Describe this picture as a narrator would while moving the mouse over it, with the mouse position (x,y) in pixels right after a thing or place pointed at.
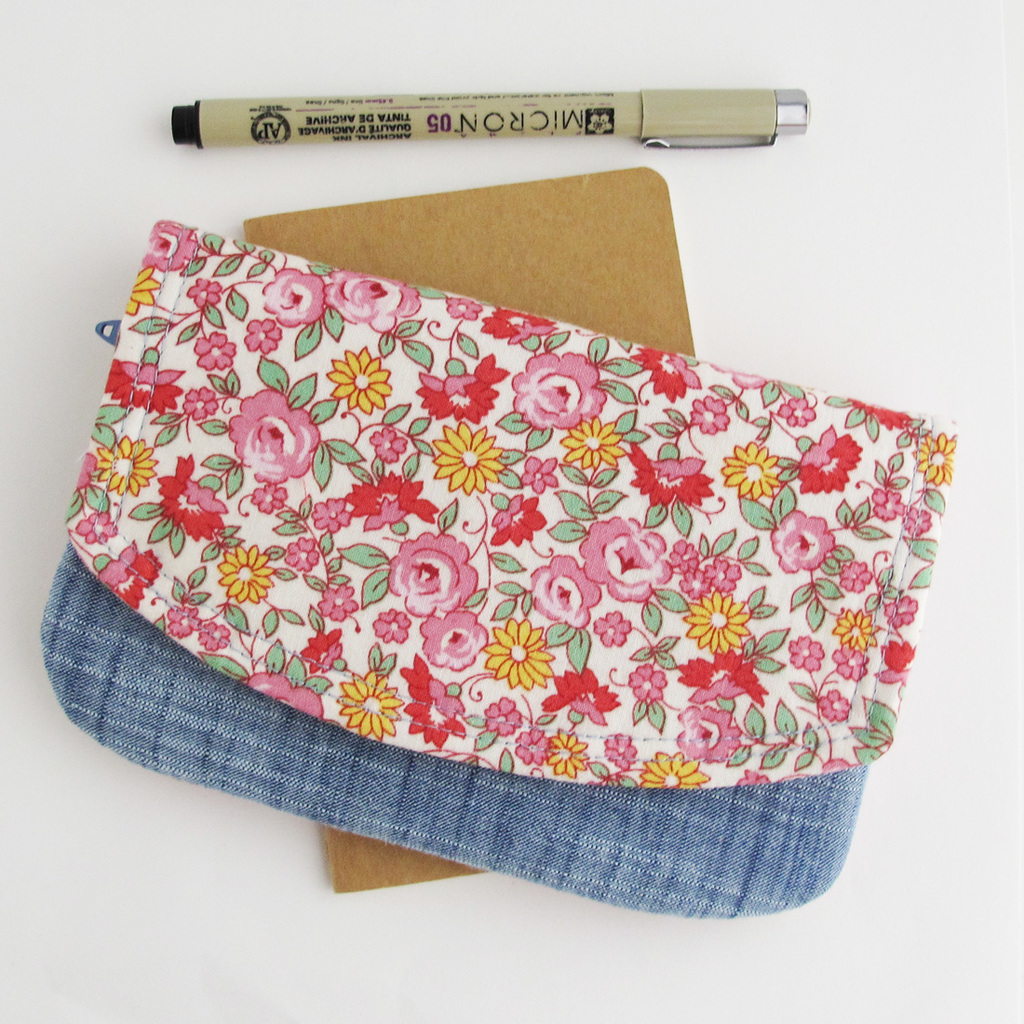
In this image I can see a colorful purse (728,489) which is in blue, pink, red and yellow color. We can see brown color board (552,213) and pen (427,135).
